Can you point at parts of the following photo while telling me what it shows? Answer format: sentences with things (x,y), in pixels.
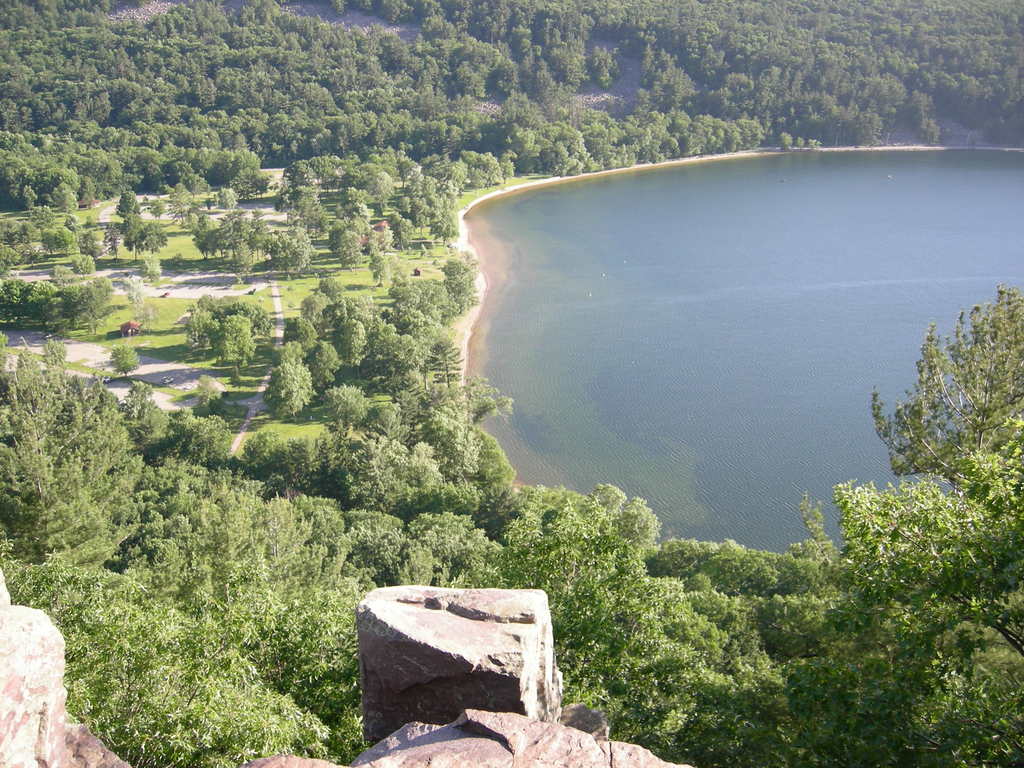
In this image, we can see some water (621,260). There are a few trees (429,365), plants (52,603). We can see some grass (164,315) and the ground (176,368) with some objects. We can also see some stones (49,670) at the bottom (443,623).
